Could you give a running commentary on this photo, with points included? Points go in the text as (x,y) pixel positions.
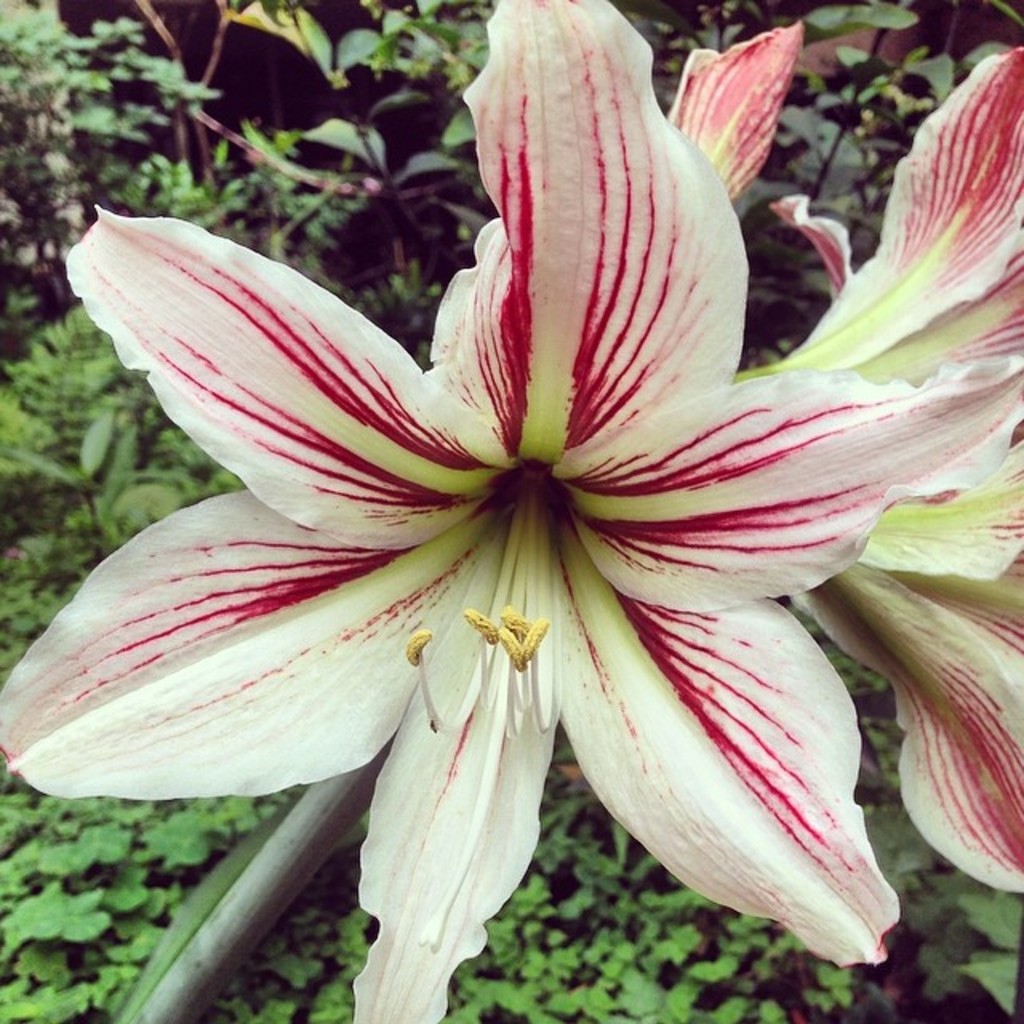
There are white and red color flowers (560,544). In the background (172,215) there are plants (574,964).
